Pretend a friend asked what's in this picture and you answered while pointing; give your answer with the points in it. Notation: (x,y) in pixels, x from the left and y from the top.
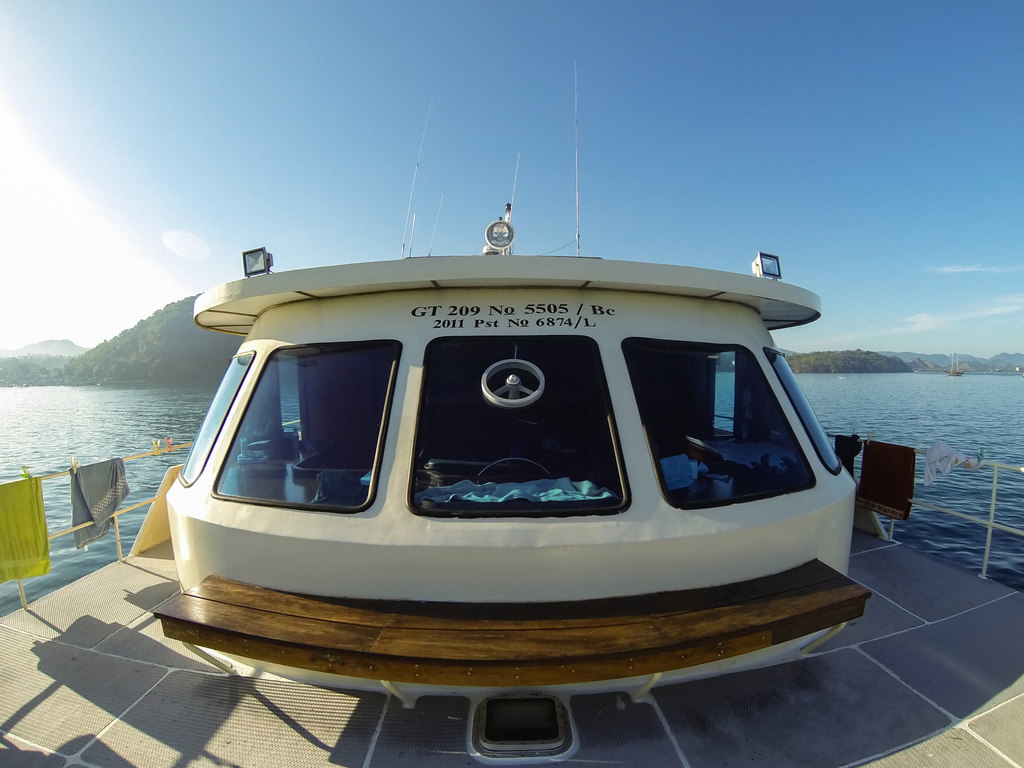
In this image a boat (344,463) on the water (121,421). On the right (889,488) and left side of this image (20,532) I can see few clothes (33,512) on the railing (133,504) on the boat (918,604). In the background (187,350) there are some trees (121,349). On the top of the image (255,80) I can see the sky (183,104).
